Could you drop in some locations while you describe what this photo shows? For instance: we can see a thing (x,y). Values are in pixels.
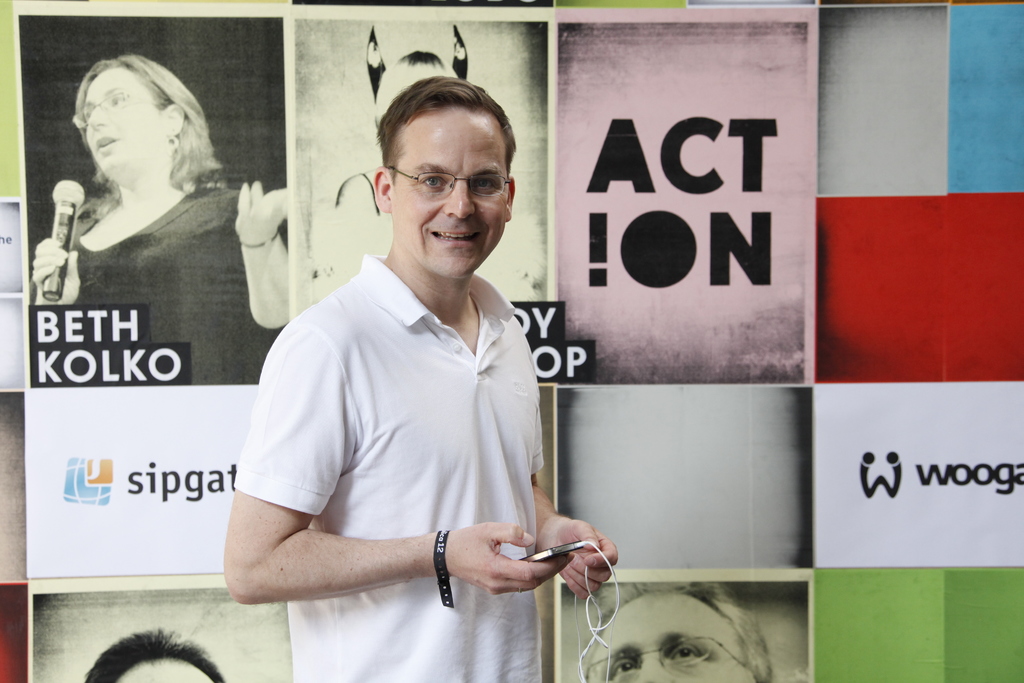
In this image we can see a man (403,228) wearing the glasses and also holding the mobile phone (562,551). In the background (634,533) we can see the board (653,196) with the text (720,217) and also the images (698,649). We can also see the earphones (595,638).
